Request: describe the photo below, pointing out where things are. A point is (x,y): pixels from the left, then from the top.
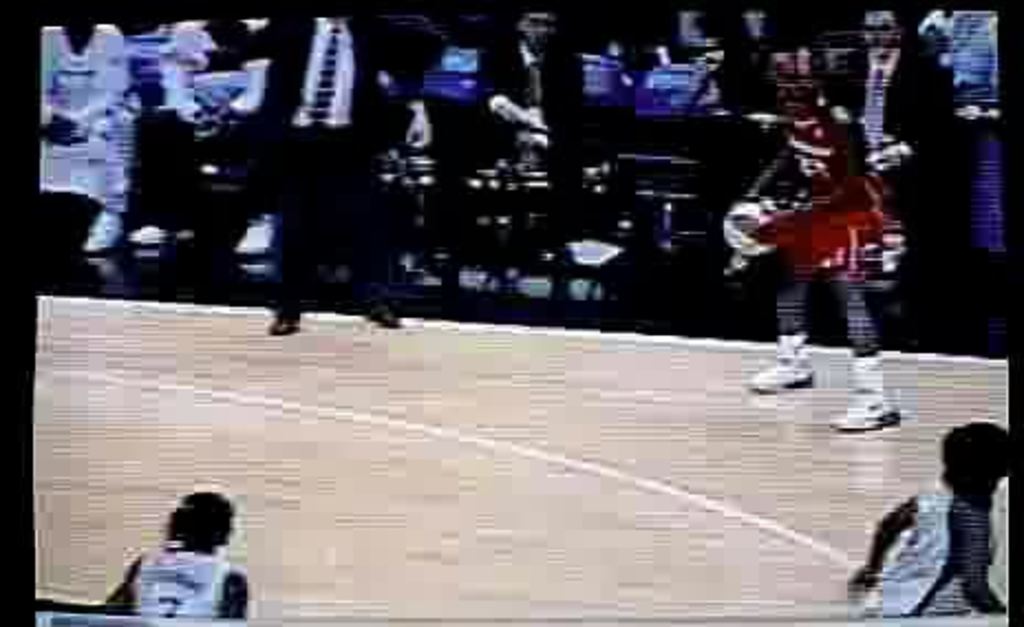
This picture consists of photo frame (23,424), in the frame (14,388) I can see there are four persons (796,67) visible on basketball court (522,422), back side of the court (566,414) I can see crowd (853,80) sitting on chairs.
